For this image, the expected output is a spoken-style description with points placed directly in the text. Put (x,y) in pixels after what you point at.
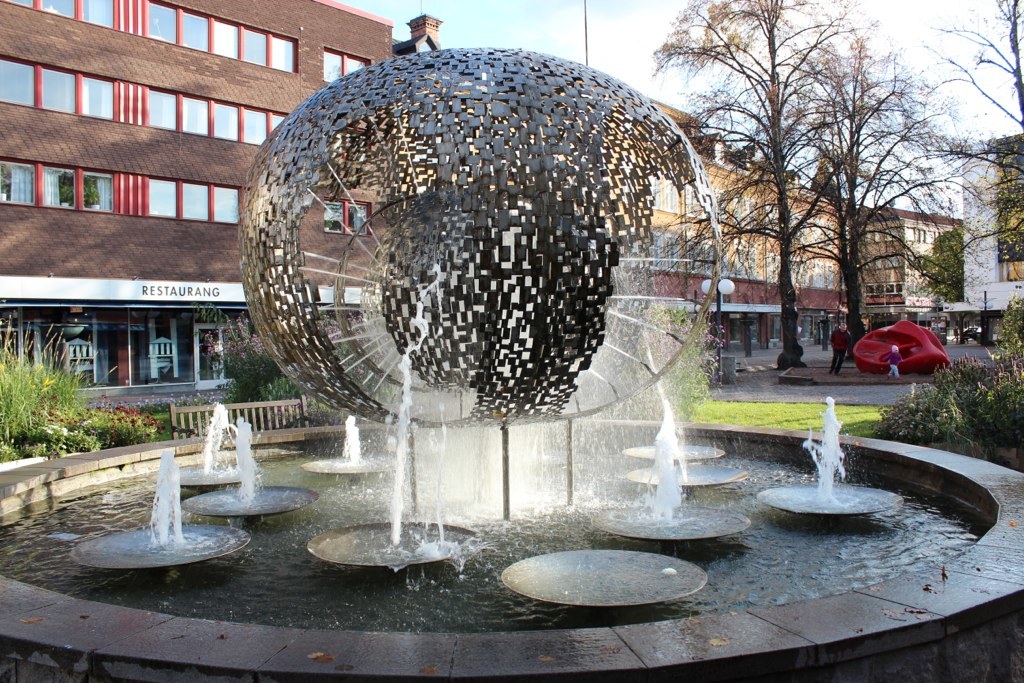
In this picture I can see buildings (768,199) and trees (929,268) and I can see a man (839,336) and a kid (896,351) standing and few plants (16,345) and a water fountain (424,511) and a pole light (717,343) and a cloudy Sky (936,68).
